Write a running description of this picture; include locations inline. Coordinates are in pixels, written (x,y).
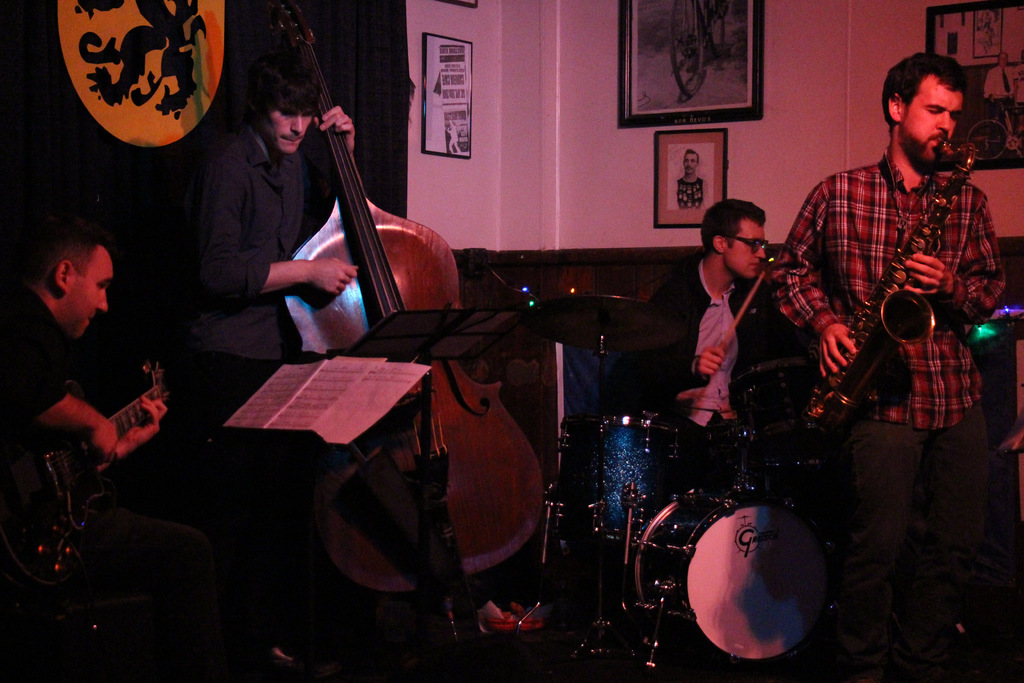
There are group of people (695,293) playing music.
